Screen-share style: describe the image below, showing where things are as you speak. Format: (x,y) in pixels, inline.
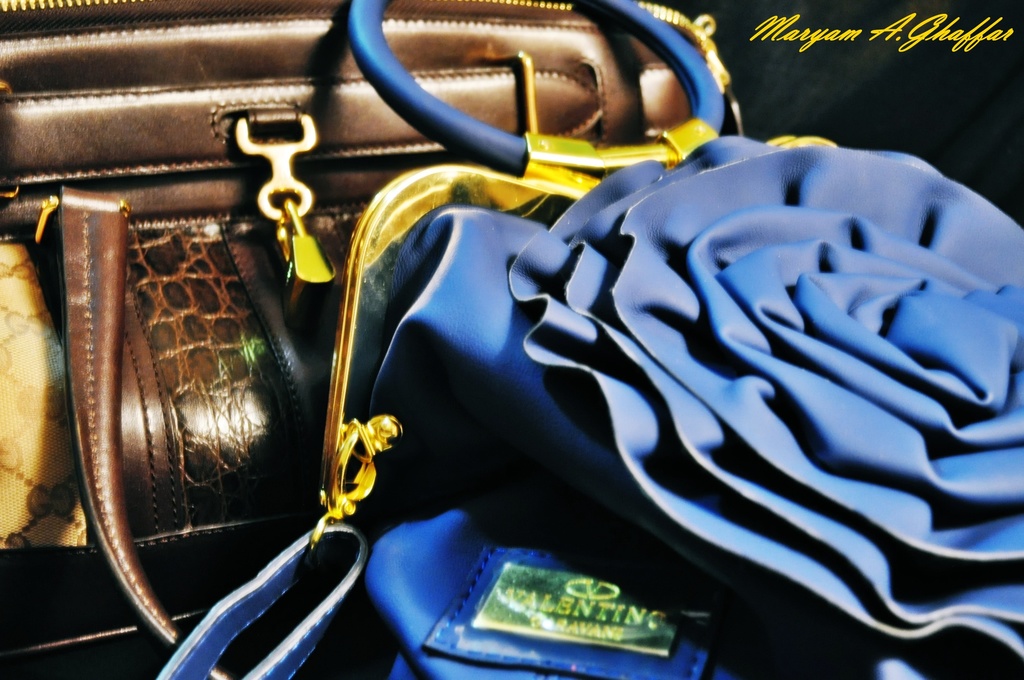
In this picture we can see handbags (527,157). In the top right corner of the picture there is something written.
